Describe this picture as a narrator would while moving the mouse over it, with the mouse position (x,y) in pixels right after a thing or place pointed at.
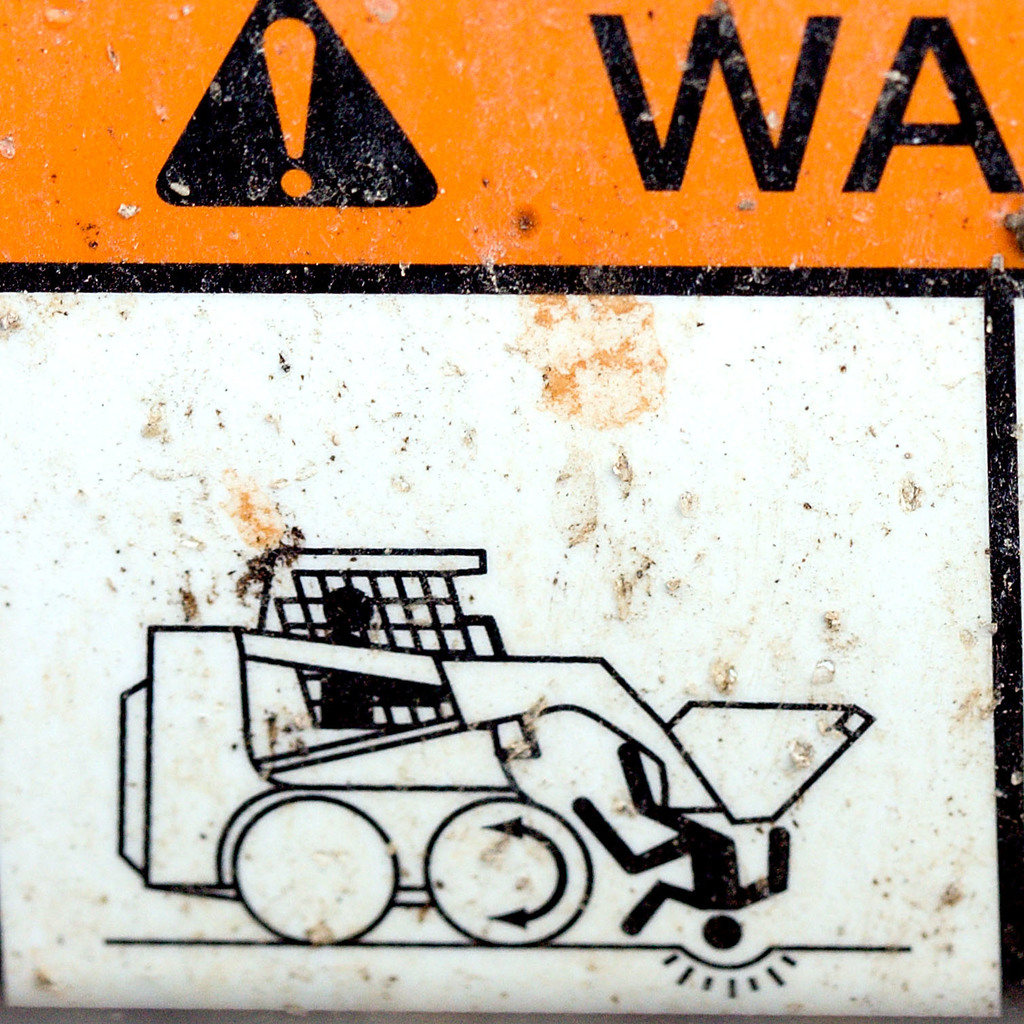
In the image we can see a board (681,486), white, black and orange in color. On the board (452,185) there is a symbol (386,160) and a drawing (425,785).
